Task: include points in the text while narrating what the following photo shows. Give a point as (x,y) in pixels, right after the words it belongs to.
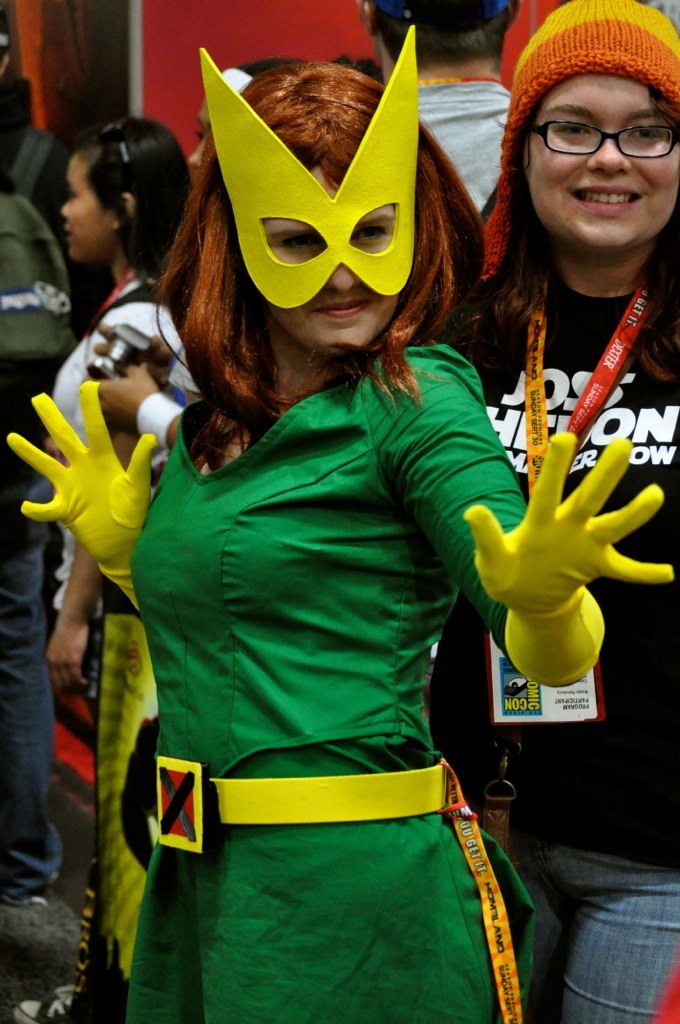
In this image we can see a lady (149,589) wearing costume (477,404). In the back (487,399) there's a lady (543,375) wearing a tag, specs (573,121) and cap (621,54). Also there are few people (99,156).
